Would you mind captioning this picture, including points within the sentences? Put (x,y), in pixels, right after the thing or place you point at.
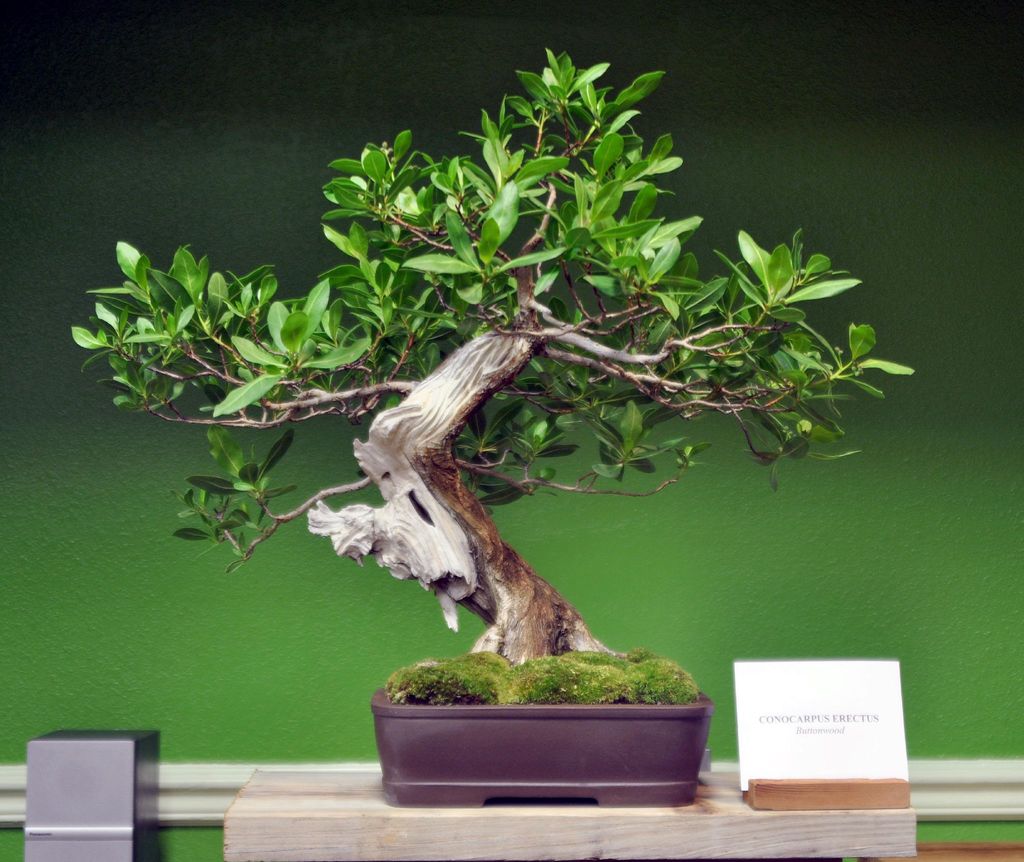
In this image we can see a bonsai tree (505,149) and a label (805,747) placed on the table (431,823). In the background (821,599) there is a wall (831,567).
